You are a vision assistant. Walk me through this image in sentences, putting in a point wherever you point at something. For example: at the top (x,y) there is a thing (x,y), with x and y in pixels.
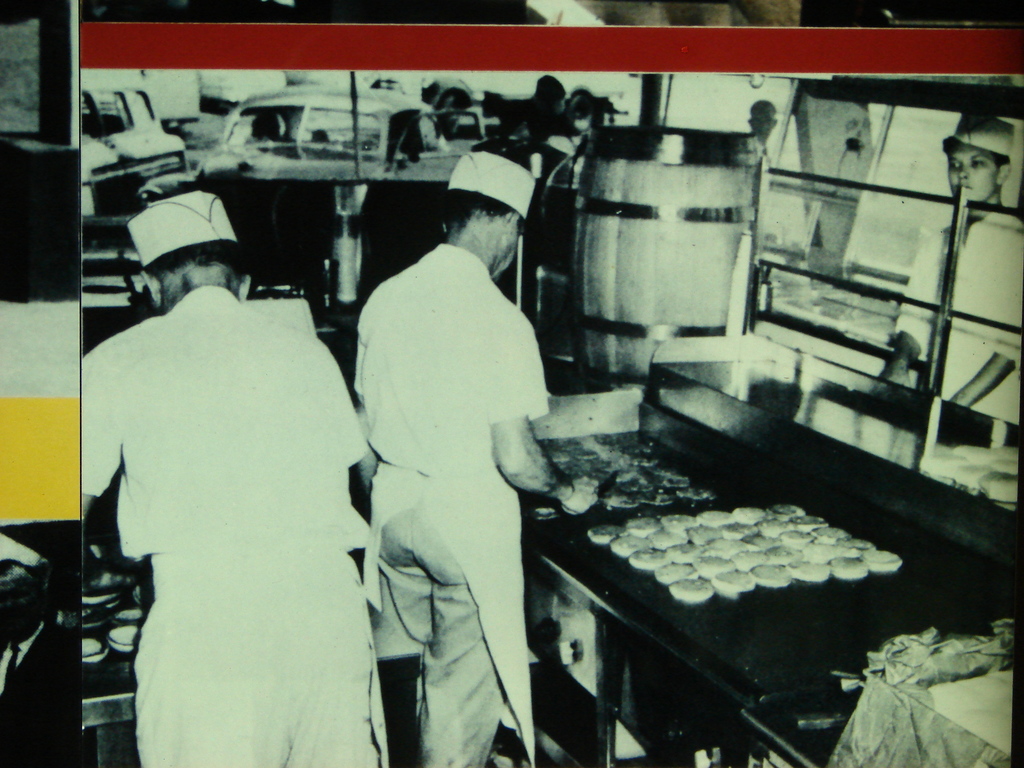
This is a photo. In the center of the image (404,362) we can see two people (214,574) are standing and wearing the aprons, caps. In the background of the image (983,278) we can see the vehicles (108,154), drum (734,262), rods (757,312), food items (669,472) and some people (968,261) are standing.
